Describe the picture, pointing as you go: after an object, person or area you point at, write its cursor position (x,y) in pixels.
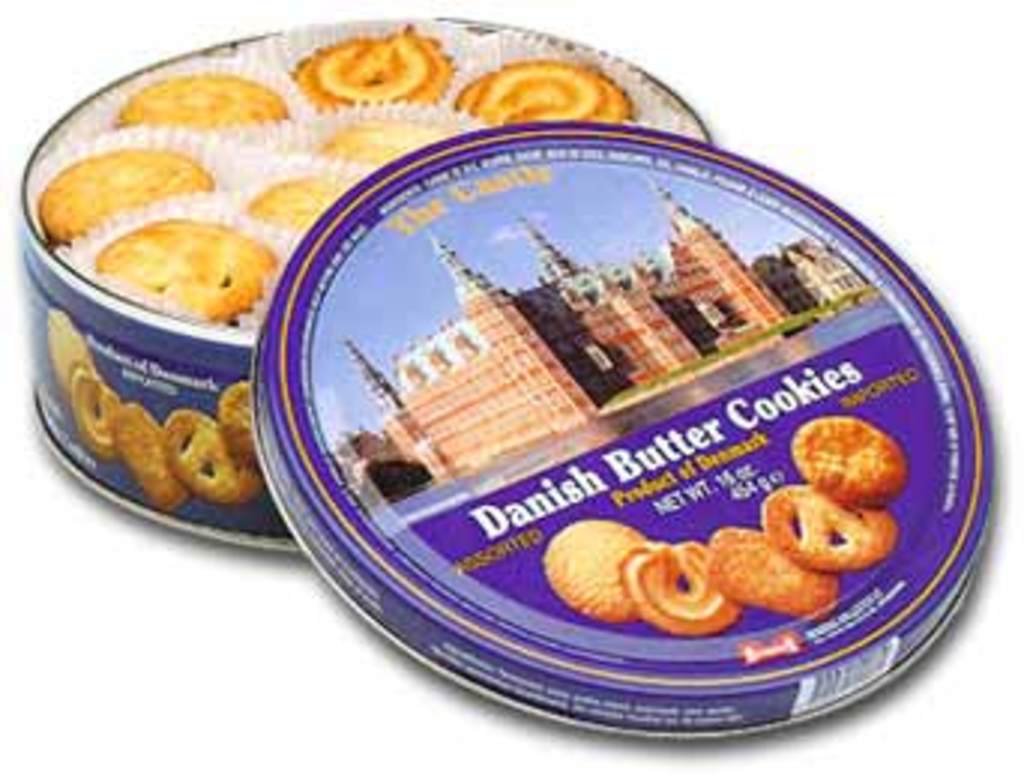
In this image I can see a box (222,400) full of cookies (210,269). To the cap (425,313) of the box (278,282) there is some text (515,552) and design (578,562) on it.
